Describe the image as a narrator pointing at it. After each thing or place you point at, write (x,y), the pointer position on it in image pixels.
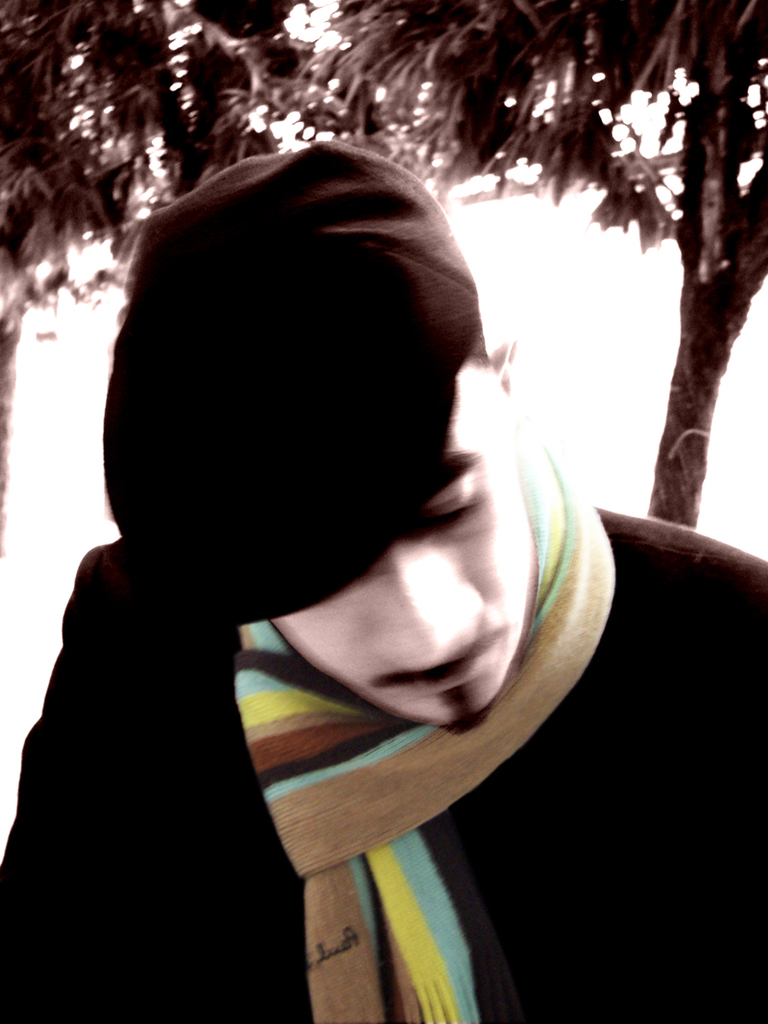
In this image in the front (379,719) there is a man (379,719). In the background (377,82) there is a tree (740,306).
